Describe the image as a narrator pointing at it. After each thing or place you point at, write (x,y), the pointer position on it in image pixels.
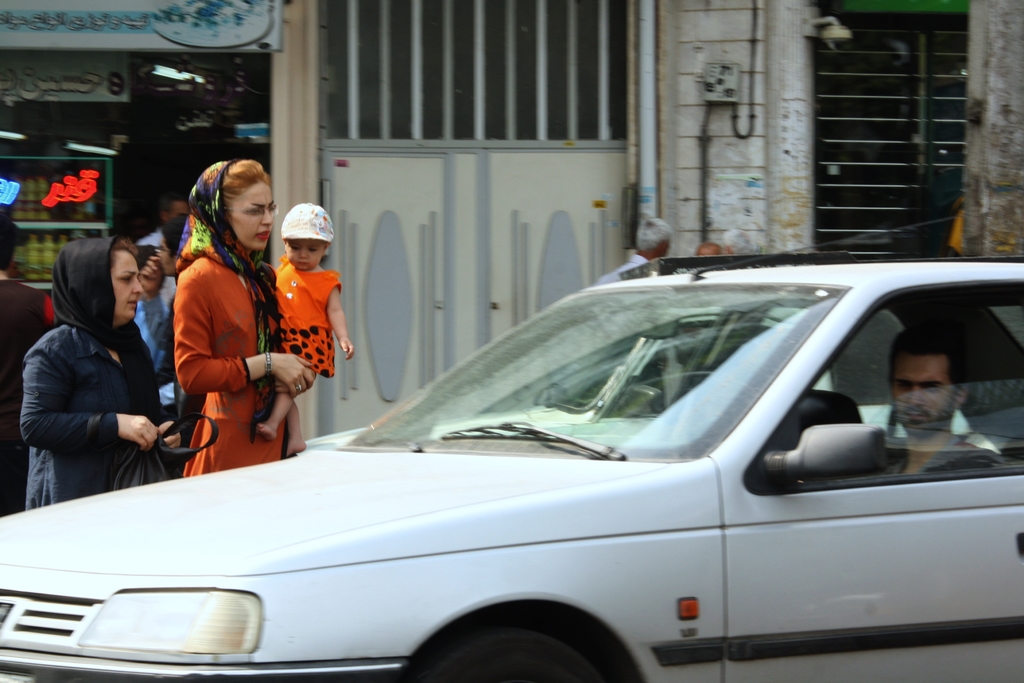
A car (585,456) is passing in front of two women (202,346) with a baby (312,304) who are trying to cross the road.
